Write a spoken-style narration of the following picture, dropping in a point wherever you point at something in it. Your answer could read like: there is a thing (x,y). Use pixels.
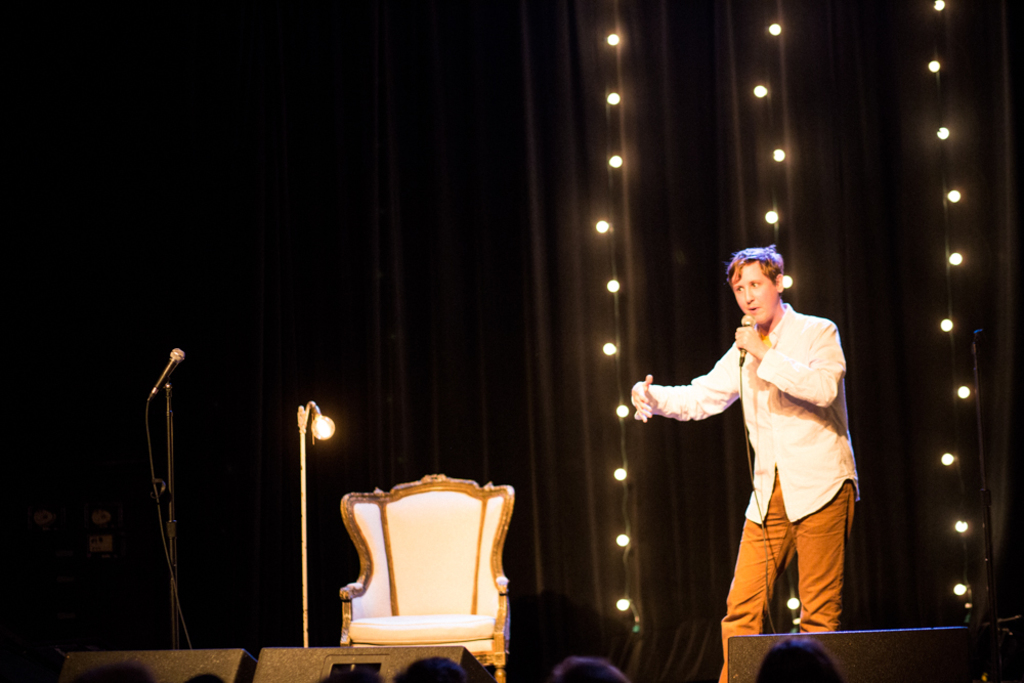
In this image I see a man (834,365) who is standing and he is holding a mic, I can also see a chair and a mic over here. In the background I see the lights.
